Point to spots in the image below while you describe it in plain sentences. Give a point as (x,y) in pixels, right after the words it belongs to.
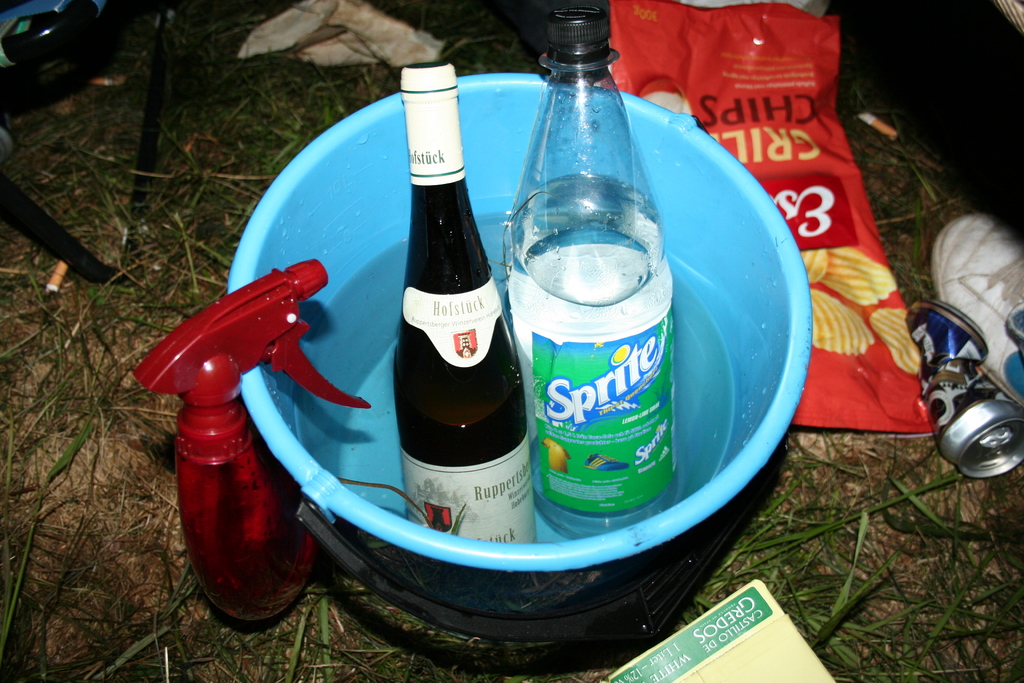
There are 2 bottles (481,247) in a bucket (314,429) full of water (396,392), Beside it there is a chips packet (714,58), crushed tin (979,424) and a wine carton (713,622).
